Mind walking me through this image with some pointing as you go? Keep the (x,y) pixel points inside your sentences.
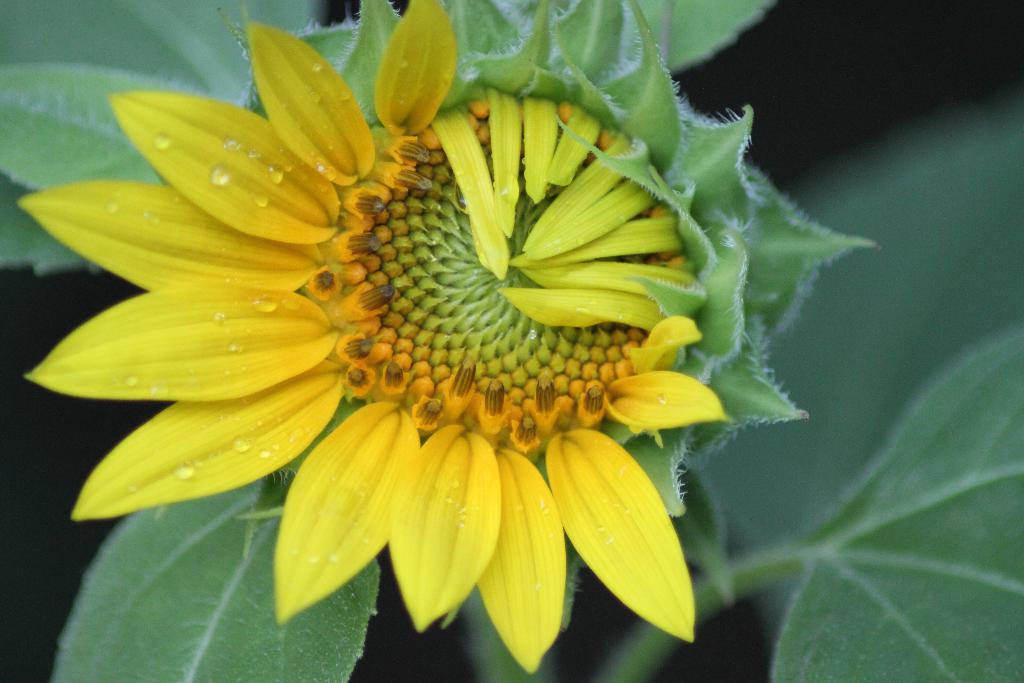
In the image there is a plant (1012,280) with yellow sunflower (481,342) on it.
